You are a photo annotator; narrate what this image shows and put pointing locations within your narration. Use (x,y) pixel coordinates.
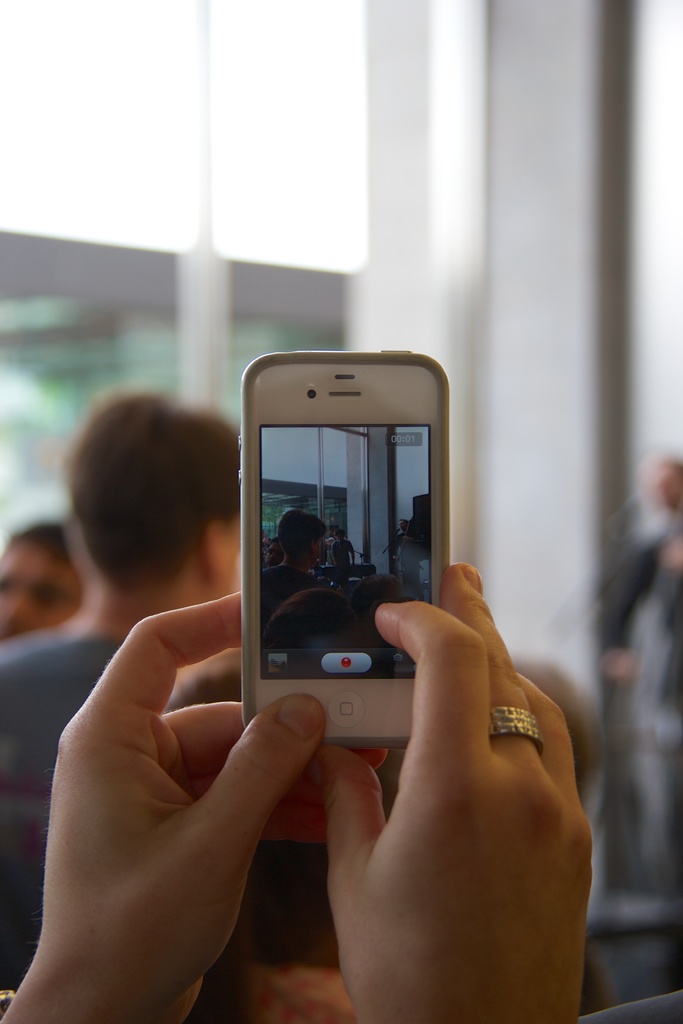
this picture shows a person (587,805) holding mobile (352,629) in hands (374,784) and taking a picture and we see few people (4,641) seated in front (114,483).
